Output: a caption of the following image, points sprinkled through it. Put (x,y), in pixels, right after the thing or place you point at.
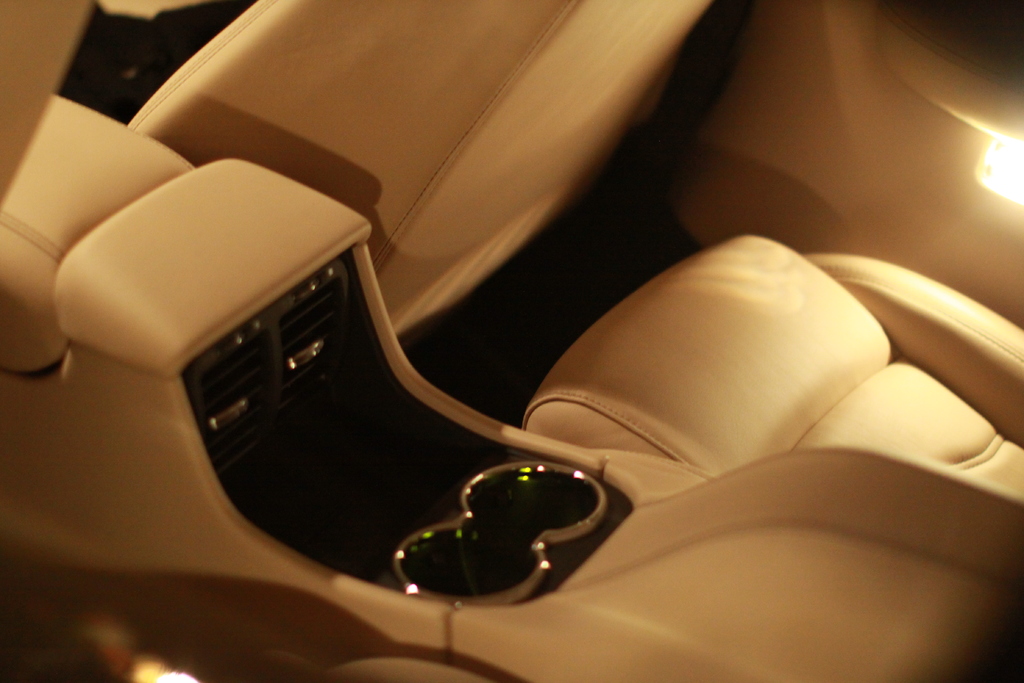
It is an inside part of a car (421,370), these are the seats (676,343), in the right side (1013,171) there is a light (999,191).
